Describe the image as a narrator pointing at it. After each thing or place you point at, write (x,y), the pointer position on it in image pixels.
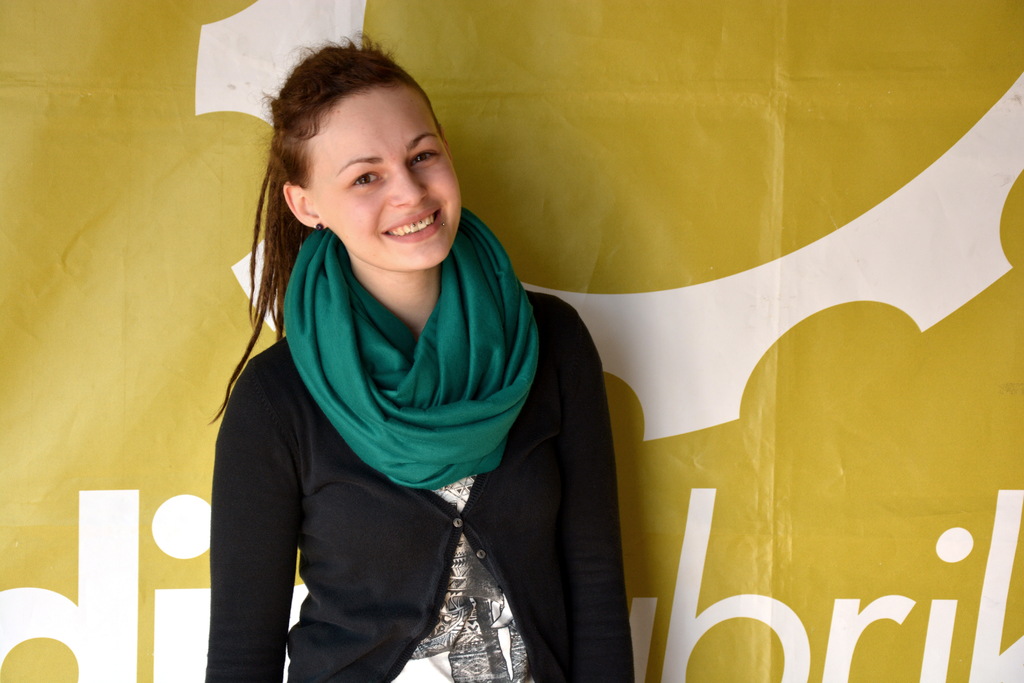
In the middle of the image (353,273) a girl (349,531) is standing and she is with a smiling face (409,199). In the background (93,401) there is a banner (677,226) with a text (936,627) on it.
